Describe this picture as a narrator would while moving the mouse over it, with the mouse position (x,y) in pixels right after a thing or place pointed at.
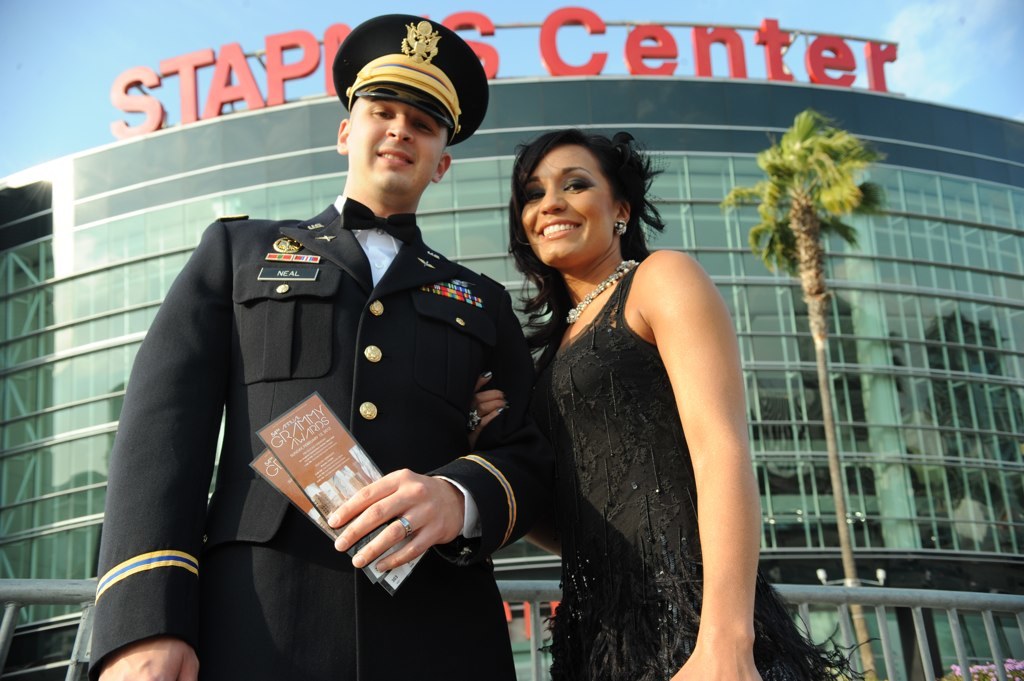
In the center of the image (357,299) we can see a man (357,299) and a lady (620,516) standing and smiling. The man (372,385) standing on the left (275,487) is holding cards (315,473) in his hand (365,518). In the background (216,455) there is a building (862,531) and we can see a tree (835,154). There is a fence (913,628). At the top (808,15) there is sky (535,48).
